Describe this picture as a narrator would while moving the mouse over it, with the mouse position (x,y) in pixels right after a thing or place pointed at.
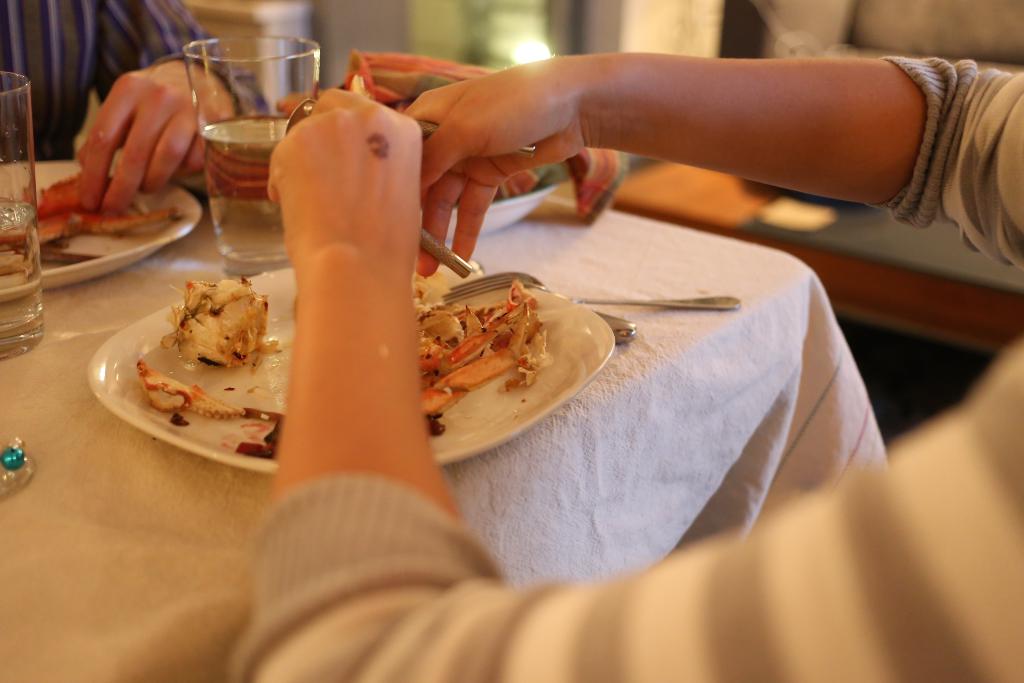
In this image there is a table (62,377) with some food items (81,214) on the plate (193,359) and there are two glasses of water (14,267), beside that there is a bowl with a cloth (407,86) on it, there are a spoon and a fork (492,282). On the left (147,192) and right of the table (658,476) there are two people (397,335) sitting, one of them is holding an object (433,237) and the other one is taking food (66,207) from the plate (76,195). The background (839,6) is blurry.
